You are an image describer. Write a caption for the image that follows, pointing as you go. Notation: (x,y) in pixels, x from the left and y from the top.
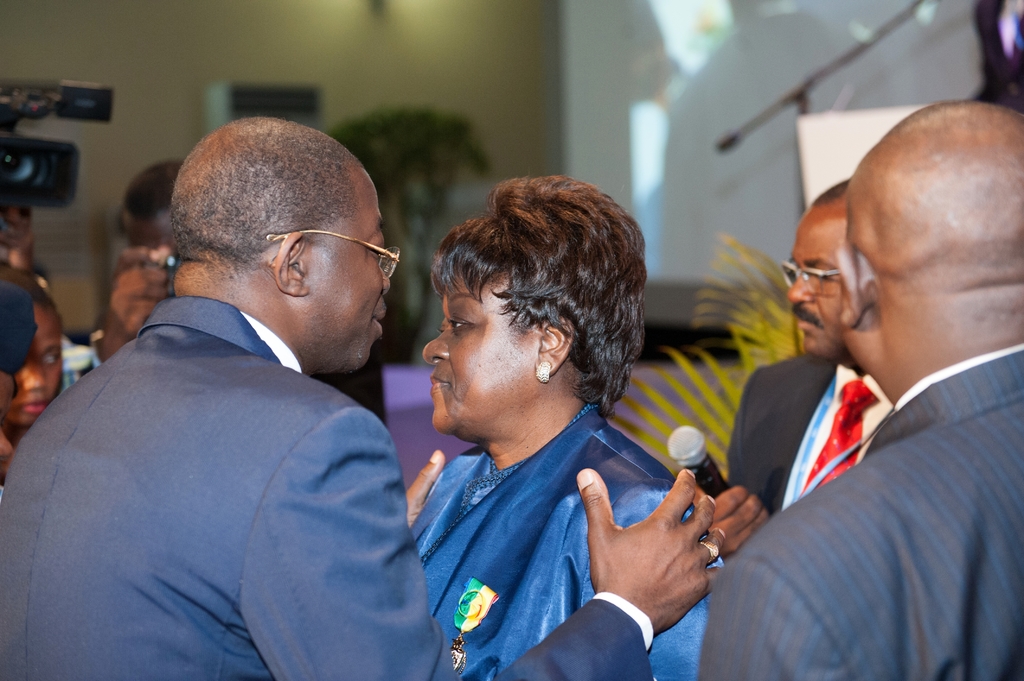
In this picture I can see few people (368,195) standing. We see a man (308,365) holding a woman (528,566) with his hands (604,547) and we see another man (785,449) holding a microphone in his hand (726,498) and a plant (769,343) on the side and we see few of them holding cameras (20,147) and another plant (371,165) on the corner of the room (458,196).
